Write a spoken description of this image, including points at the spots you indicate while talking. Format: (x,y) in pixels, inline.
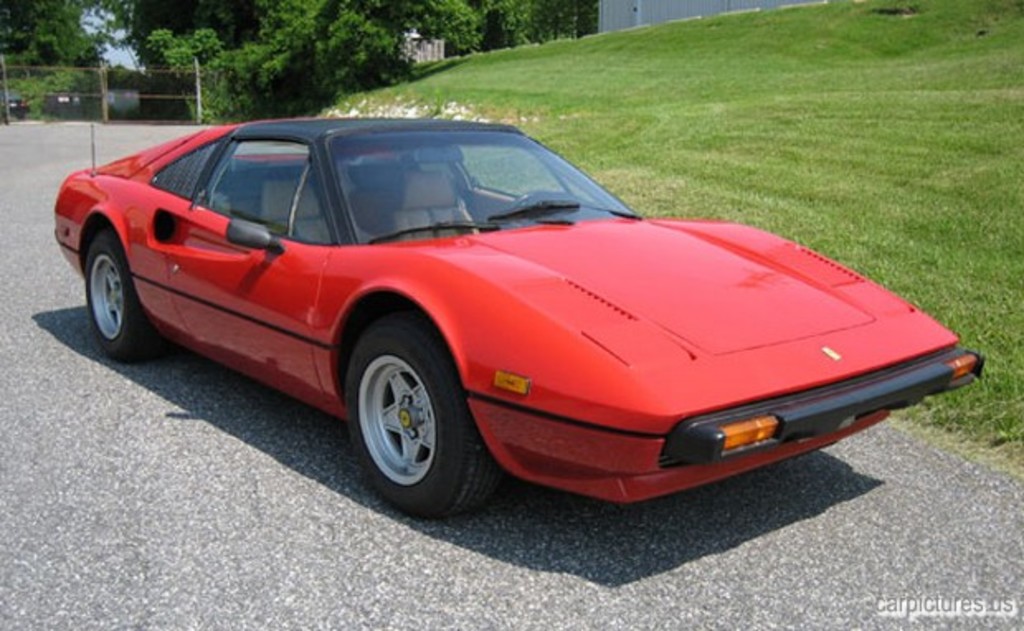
This picture is clicked outside. In the center (401,302) there is a red color car (488,239) seems to be parked on the ground (265,420). In the background (222,9) we can see the sky (123,52), trees (434,14), vehicles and the green grass (832,110). At the bottom right corner (986,599) there is a text (922,606) on the image.
